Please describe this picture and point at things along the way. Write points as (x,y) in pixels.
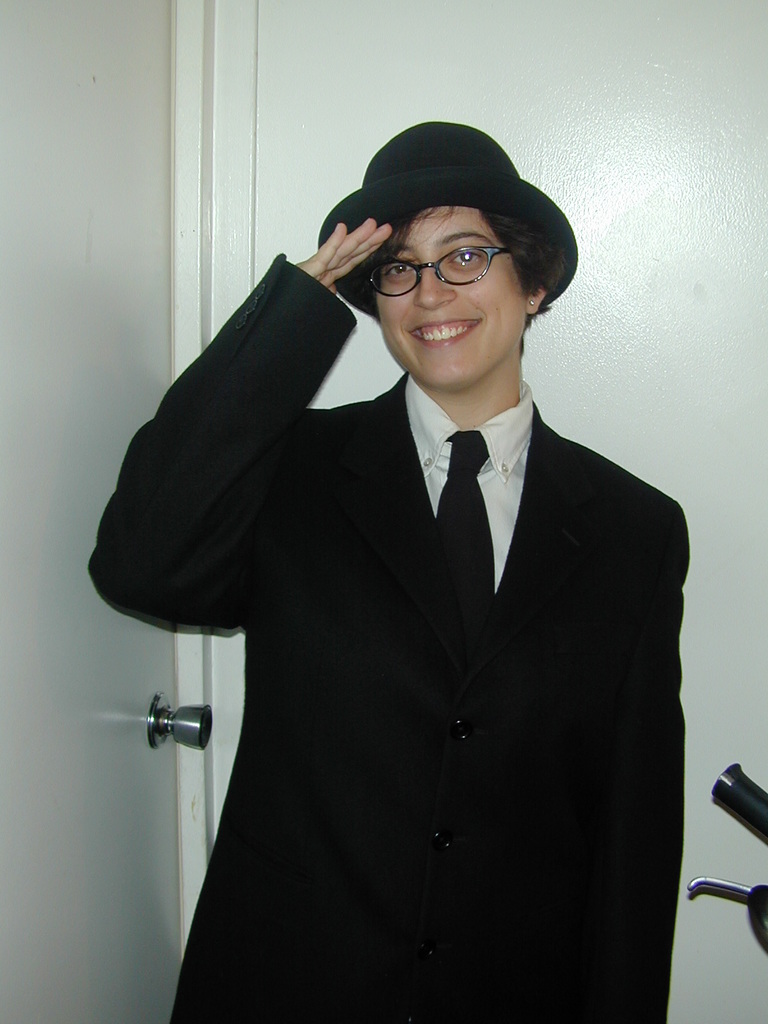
In this picture I can see a woman (490,468) standing and she is wearing a cap (473,171) on her head (458,150). I can see a door (112,732) on the left side (124,765) and a wall (640,129) in the background (643,112).
